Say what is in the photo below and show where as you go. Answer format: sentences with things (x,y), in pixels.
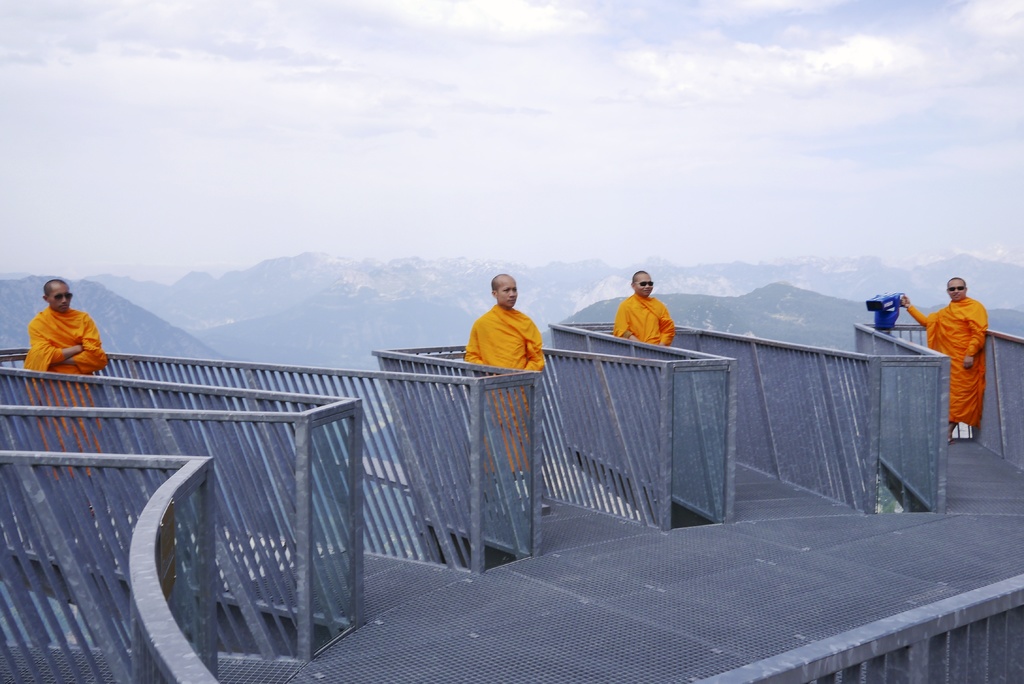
There are people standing on mesh (562,515) and he is holding a blue object (881,304). We can see grills (534,524). In the background (168,285) we can see hills (718,269) and sky (457,204) with clouds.
